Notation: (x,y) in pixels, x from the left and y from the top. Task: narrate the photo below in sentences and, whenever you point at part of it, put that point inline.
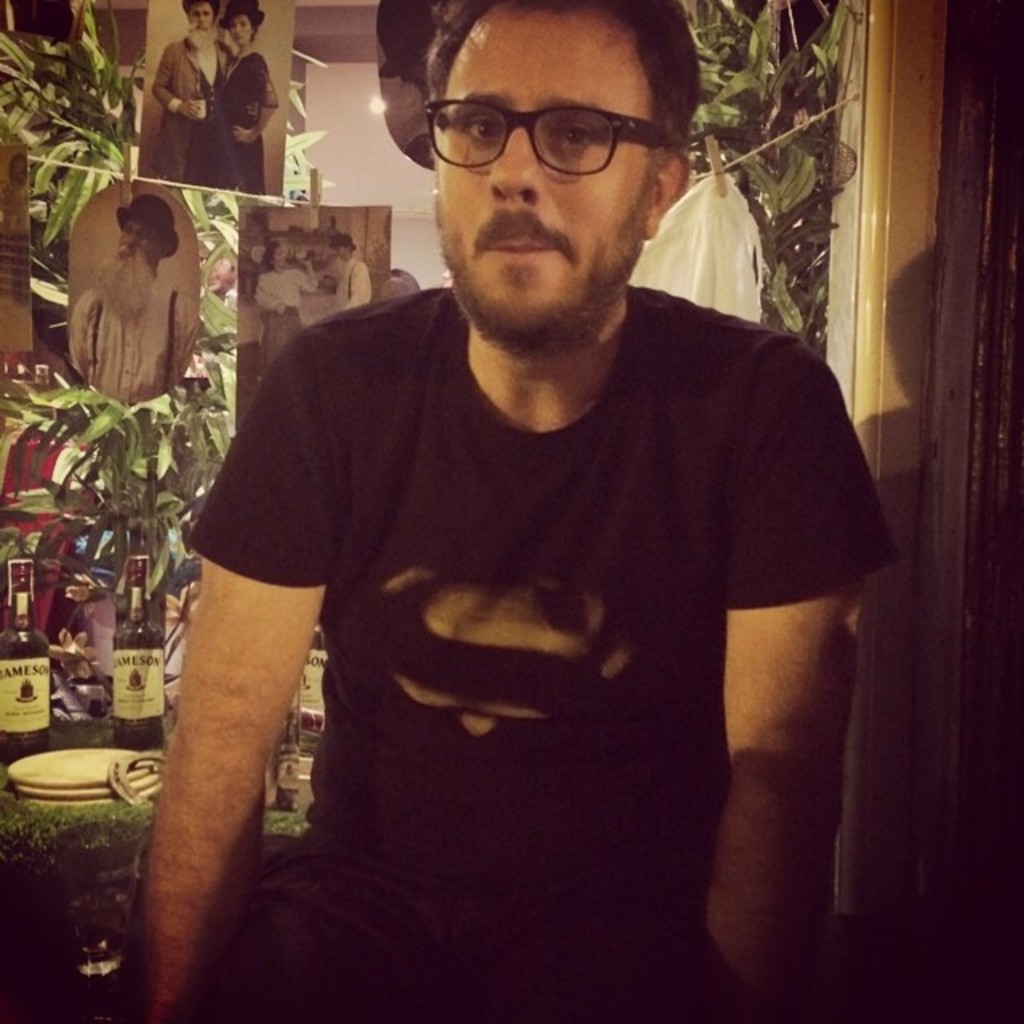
In the background (381,81) we can see photographs (246,124) are hanging to a rope (197,187) with clips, green leaves (778,301), bottles (26,586), plates (39,774) and we can see a man (713,504) wearing a black t-shirt (688,330), spectacles (541,111) and we can see a glass (113,944) beside to him.
